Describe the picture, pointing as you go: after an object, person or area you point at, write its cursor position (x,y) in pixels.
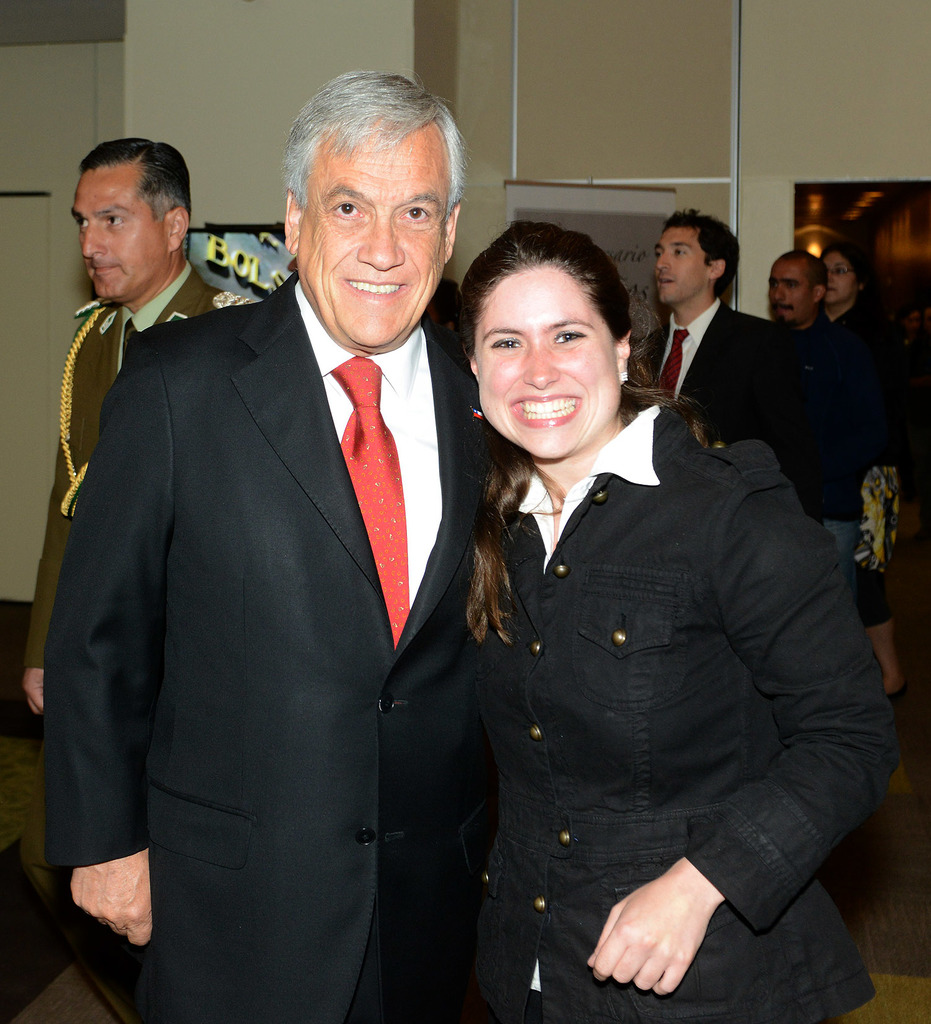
In this image we can see a group of people (356,578) standing. On the backside (630,119) we can see a wall (498,185) and a board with some text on it.
